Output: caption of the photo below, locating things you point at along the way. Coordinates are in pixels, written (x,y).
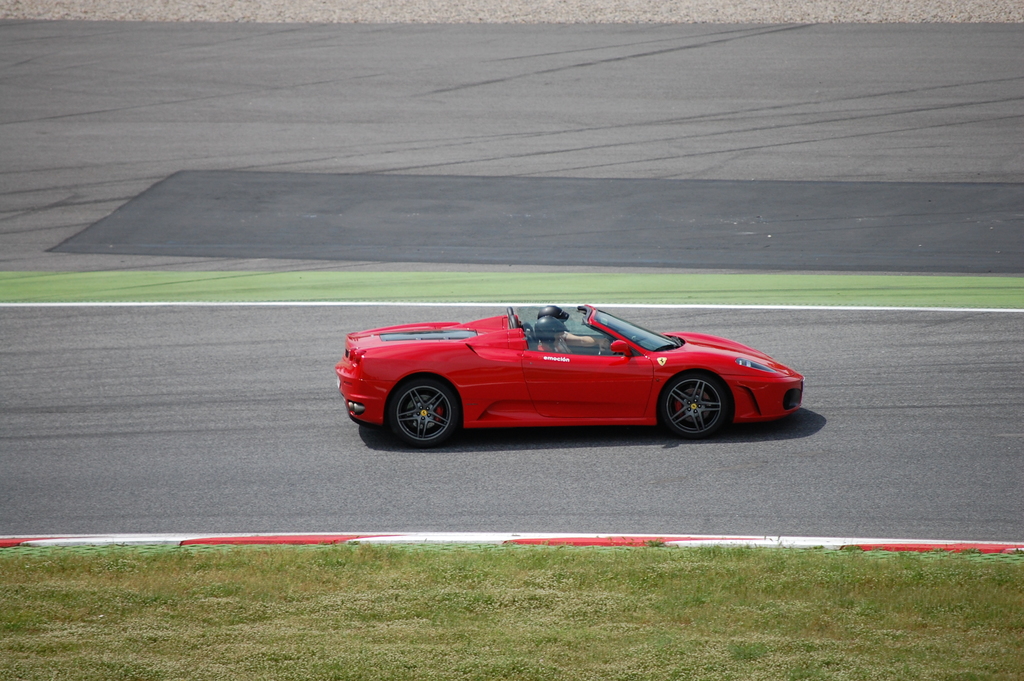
In the image I can see people (541,343) on the car (558,353). The car (541,361) is on the road (212,447). The car (502,376) is red in color. In the background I can see the grass (424,603) and some other objects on the ground (323,401).
